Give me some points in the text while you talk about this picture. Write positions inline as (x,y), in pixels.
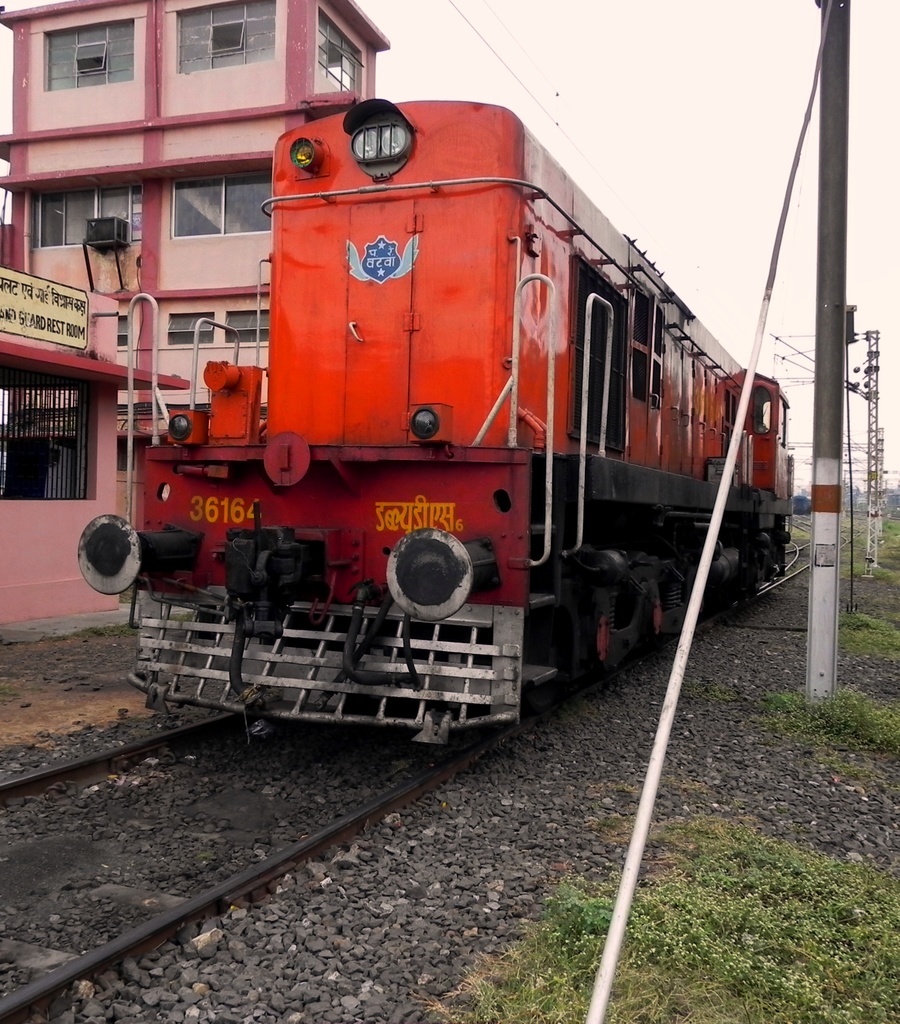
In the picture I can see a train engine (492,518) on the railway track (408,738). I can see the electric poles (834,369) on the right side (873,372). I can see the stones (715,714) on the side of the railway track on the right side (605,815). I can see a house (140,146) on the left side (219,197) and I can see the glass windows (222,42) of a house (183,128).
